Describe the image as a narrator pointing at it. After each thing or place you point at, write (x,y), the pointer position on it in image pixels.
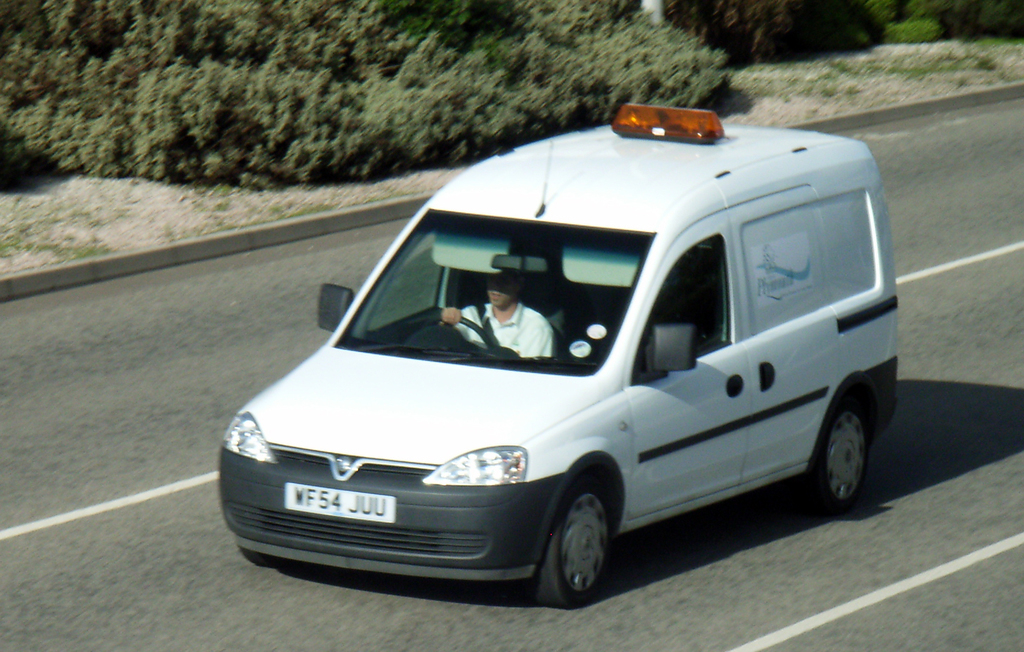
In this picture, There is a road (842,545), In the middle (657,433) there is a car (755,410) which is in white color in that there is a man (513,335) who is wearing a white color shirt (523,346), In the background (195,109) there are some trees (296,113) in green color.
